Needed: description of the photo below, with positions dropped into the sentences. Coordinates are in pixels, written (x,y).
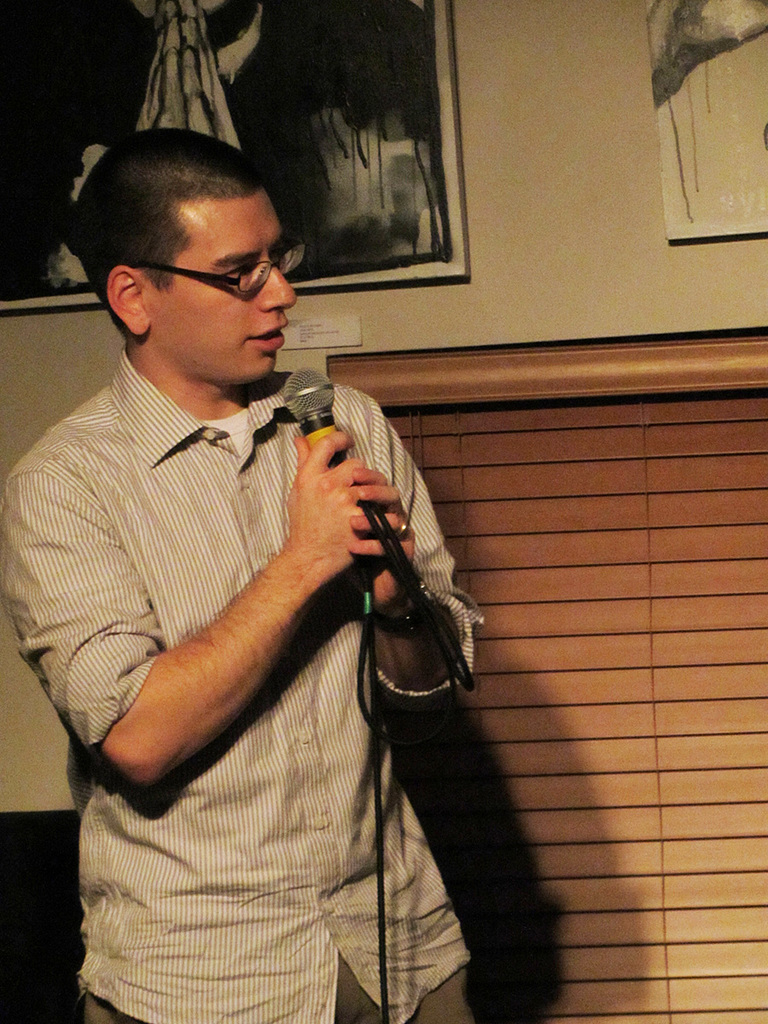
In this image we can see there is a person (245,742) standing and holding a microphone (373,634). At the back (67,830) there is a black color object (54,871). And there are window strips (630,518). There are photo frames (453,101) attached to the wall (574,306).
